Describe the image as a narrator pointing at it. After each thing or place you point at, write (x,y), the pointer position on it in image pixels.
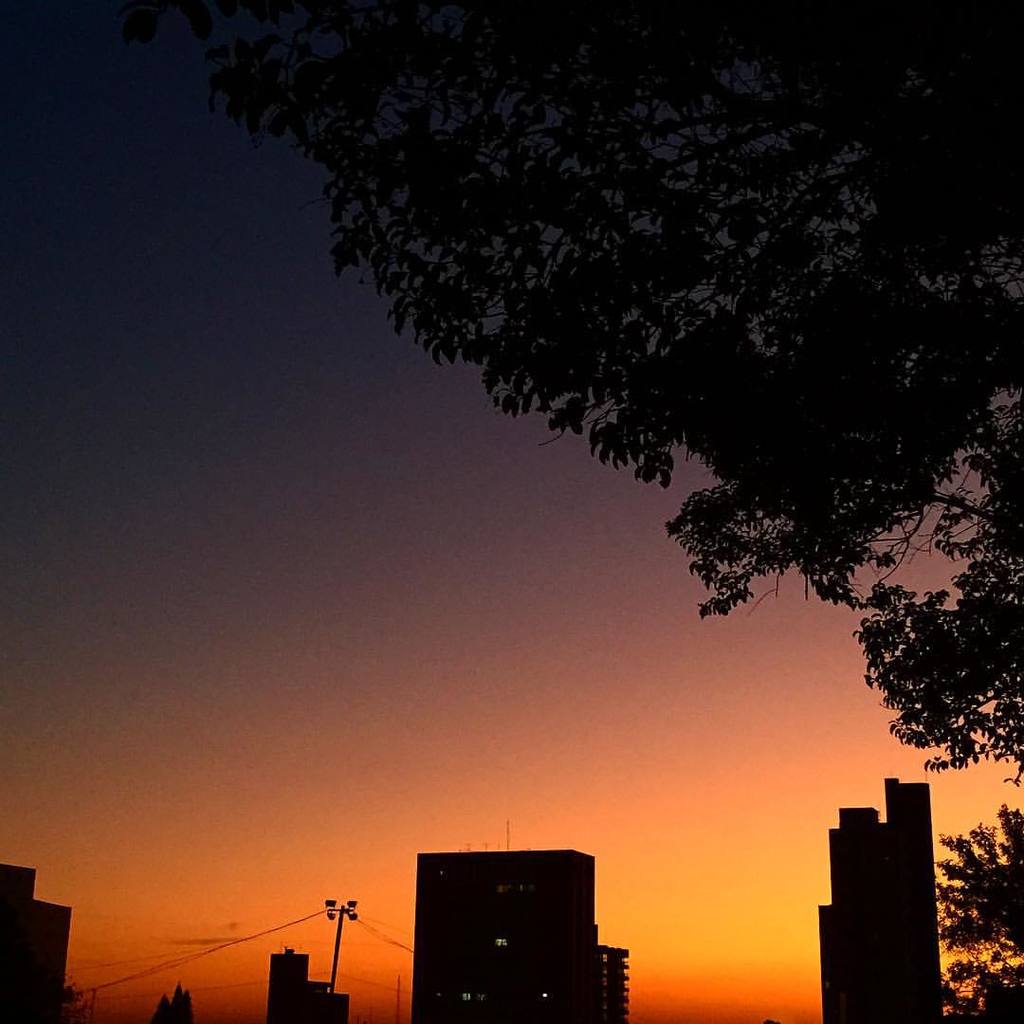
In this image we can see a group of buildings (303,965), poles (343,926) and in the background (952,983), we can see trees (709,542) and the sky (341,566).
